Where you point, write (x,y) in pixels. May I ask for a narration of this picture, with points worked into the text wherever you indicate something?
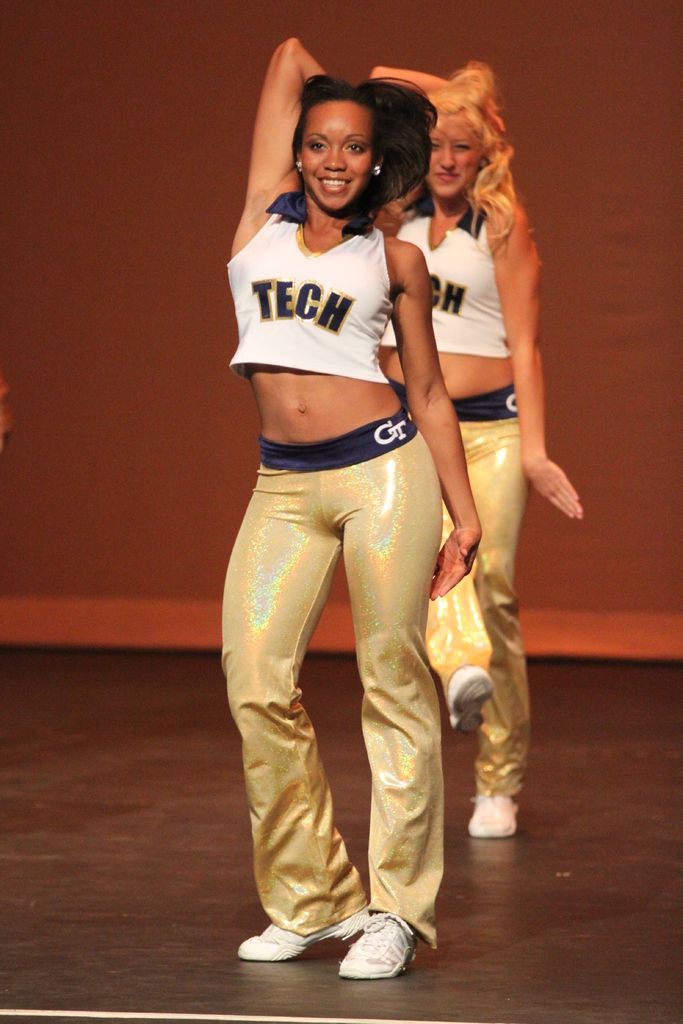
In this image there are two women (503,350) dancing, in the background (322,621) there is a curtain (540,215).
